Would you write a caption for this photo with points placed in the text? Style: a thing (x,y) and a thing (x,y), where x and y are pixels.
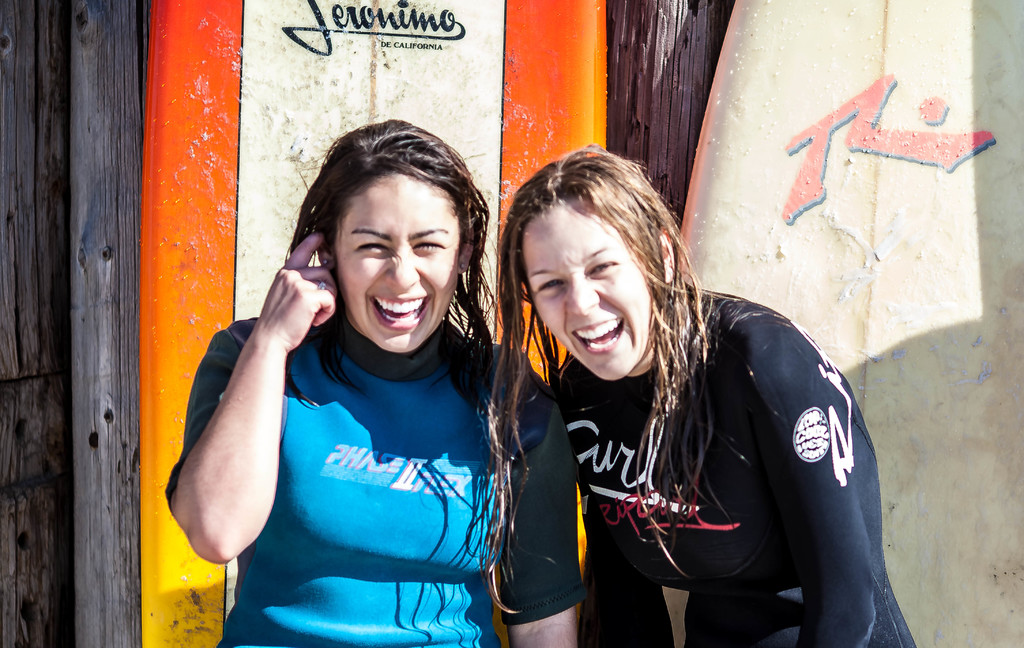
In this picture we can see two women (438,522), they are smiling and in the background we can see surfboards (930,391), wooden poles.
